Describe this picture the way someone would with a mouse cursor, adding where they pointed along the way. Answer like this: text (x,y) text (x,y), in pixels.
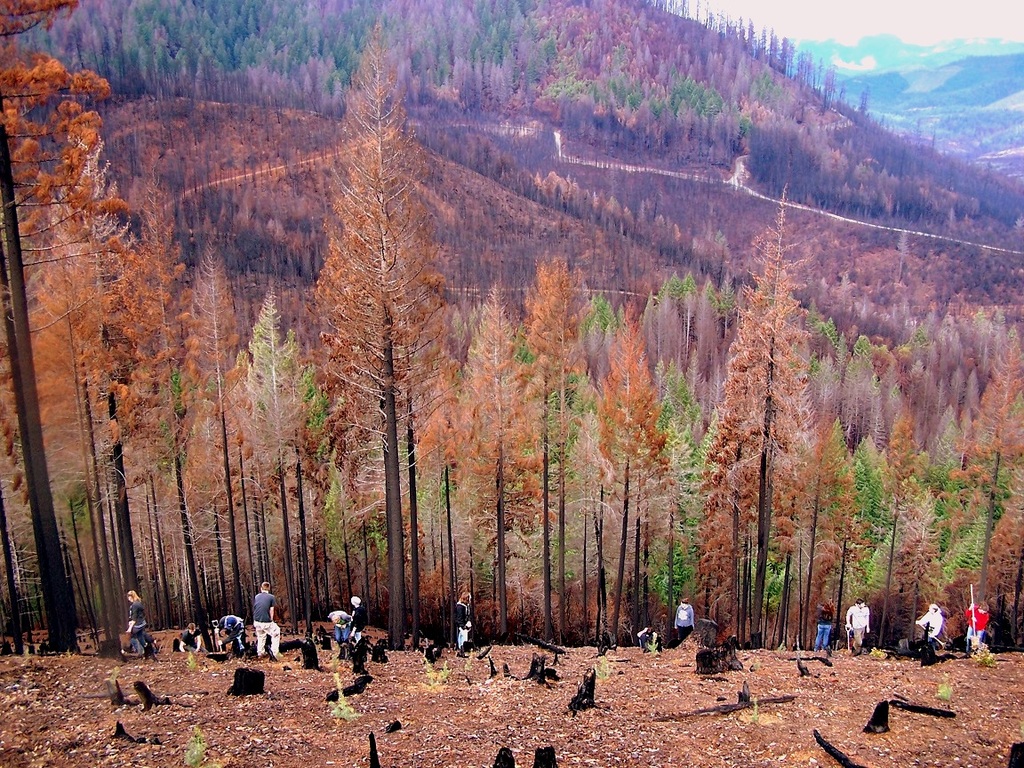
There are some persons (261,618) standing at the bottom of this image (354,602) and there are some trees (490,453) and mountains (650,195) in the background (728,271).
